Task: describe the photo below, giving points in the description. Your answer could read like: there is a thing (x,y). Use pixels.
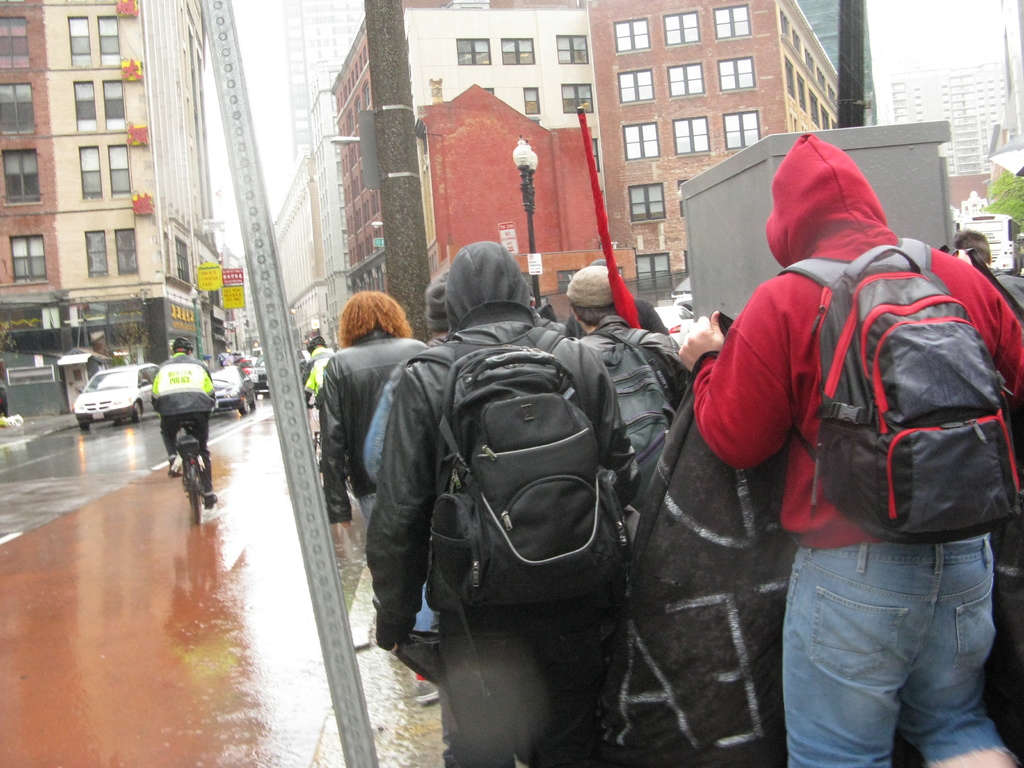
Here we can see a few people (602,316) who wore a jacket (405,517) and we can see a man (188,349) riding a bicycle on the road (156,473). In the background (152,93) we can see a building (164,100) and cars (138,388).
